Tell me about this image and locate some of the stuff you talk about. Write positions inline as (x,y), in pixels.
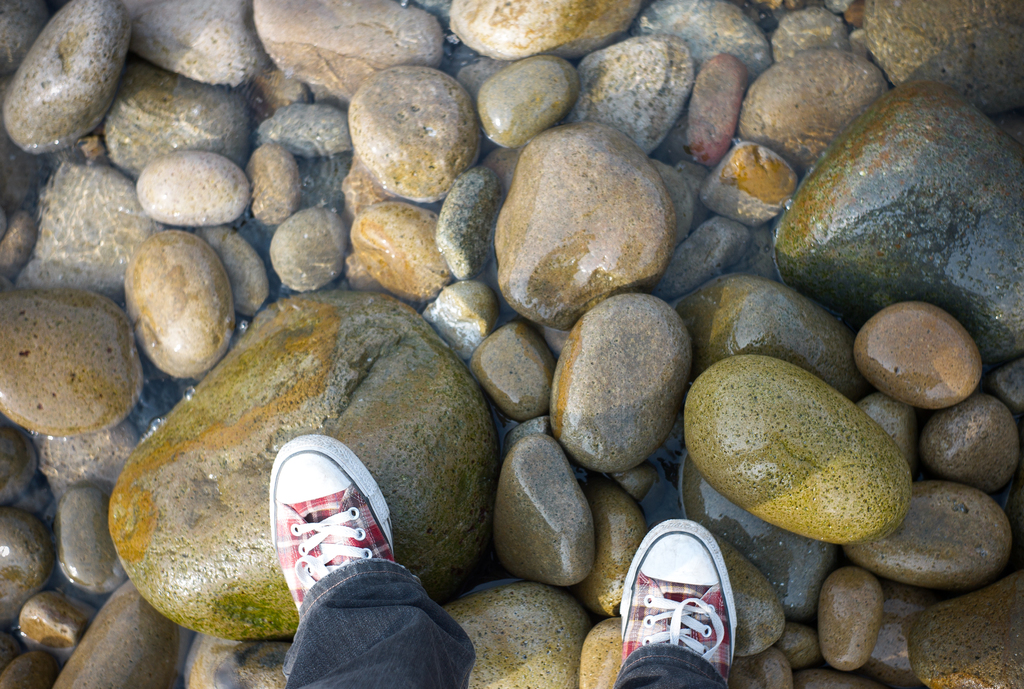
In this picture I can see the legs (415,588) of a person (395,584) with shoes (650,621) on the stones (570,450), and there is water (239,228).
